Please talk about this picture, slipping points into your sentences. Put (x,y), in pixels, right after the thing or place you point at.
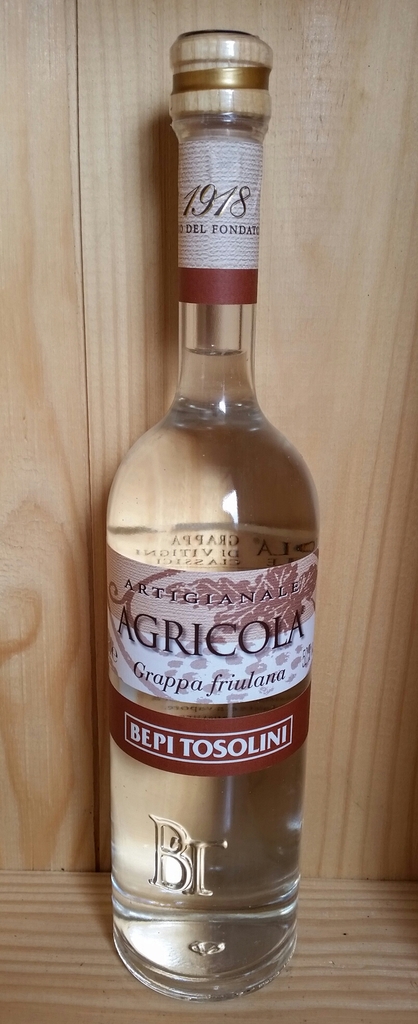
In this image I can see a wine bottle (241,670).
